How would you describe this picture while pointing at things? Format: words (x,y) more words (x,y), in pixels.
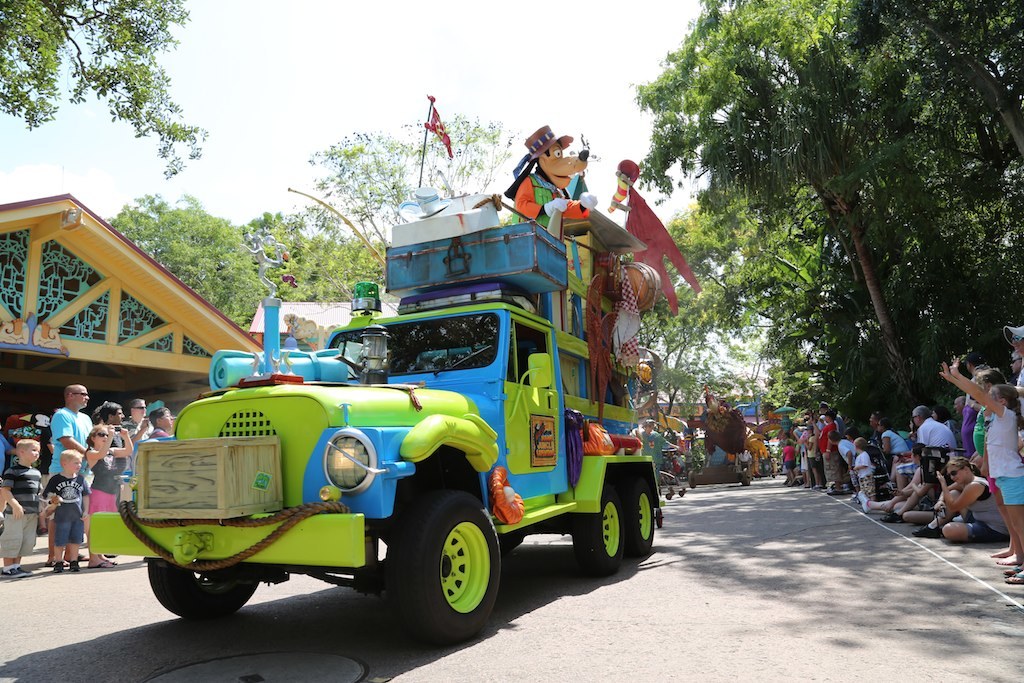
In this image there is a vehicle (445,460) which is green in colour in the center (492,443). In the background (684,336) there are trees (679,349) and there are persons (863,448). On the right side (864,442) there are persons (910,457) sitting and standing and there are trees (855,289). On the left side (71,330) there is a building (64,361) and in front of the building (109,361) there are persons (86,439) standing and the sky (363,54) is cloudy.
